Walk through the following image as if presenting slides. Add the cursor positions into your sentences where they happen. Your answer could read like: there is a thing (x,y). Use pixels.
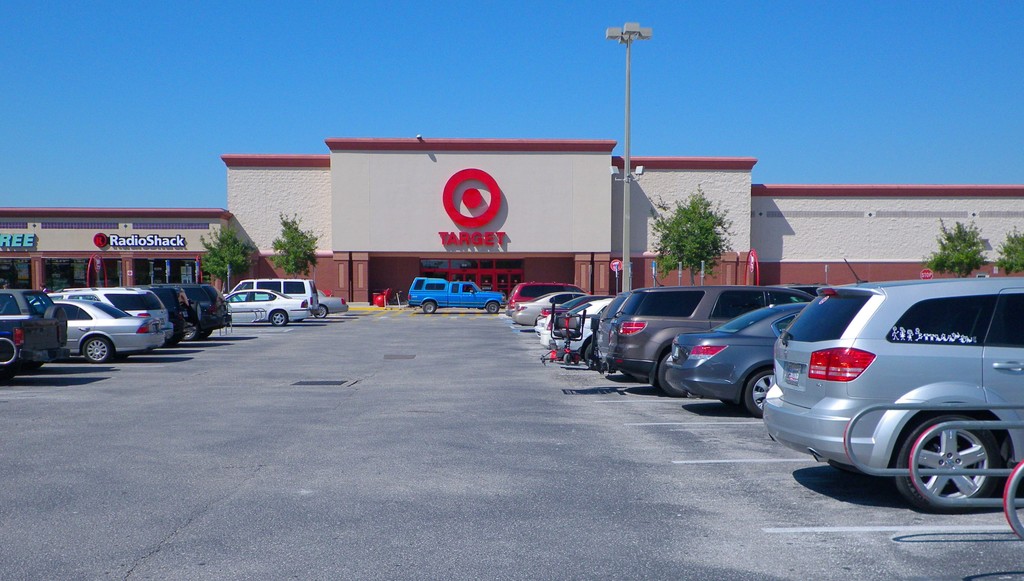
In this picture there are cars (773,347) on the right (816,370) and left side of the image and there are buildings (449,221) and a pole (647,32) in the center of the image (598,219) and there are trees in the image.
